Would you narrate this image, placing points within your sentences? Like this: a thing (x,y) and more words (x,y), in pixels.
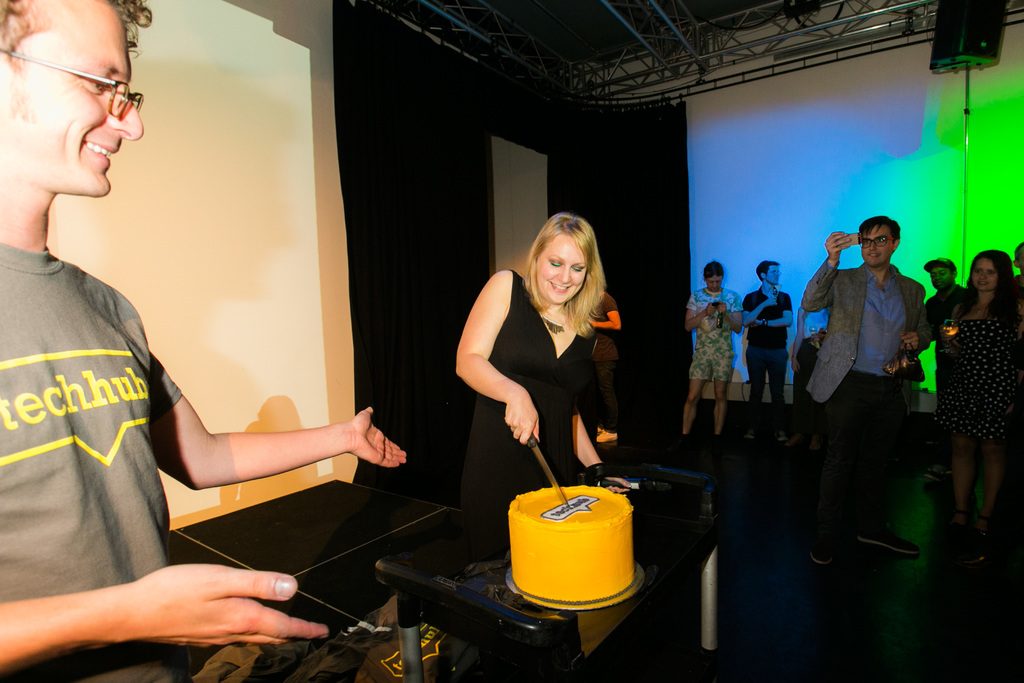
In this image in the center there is one women (538,368) who is cutting the cake (542,495), and in front of her there is a table (563,634). And on the left side (80,285) there is another person (113,351) standing and smiling, and on the right side (852,285) there are a group of people (835,312) some of them are holding mobiles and clicking pictures. And in the background (1009,140) there are lights (902,131), curtain (598,174), speaker (963,57), and at the top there are poles (546,9) and at the bottom (783,527) there is floor (805,538) and objects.
